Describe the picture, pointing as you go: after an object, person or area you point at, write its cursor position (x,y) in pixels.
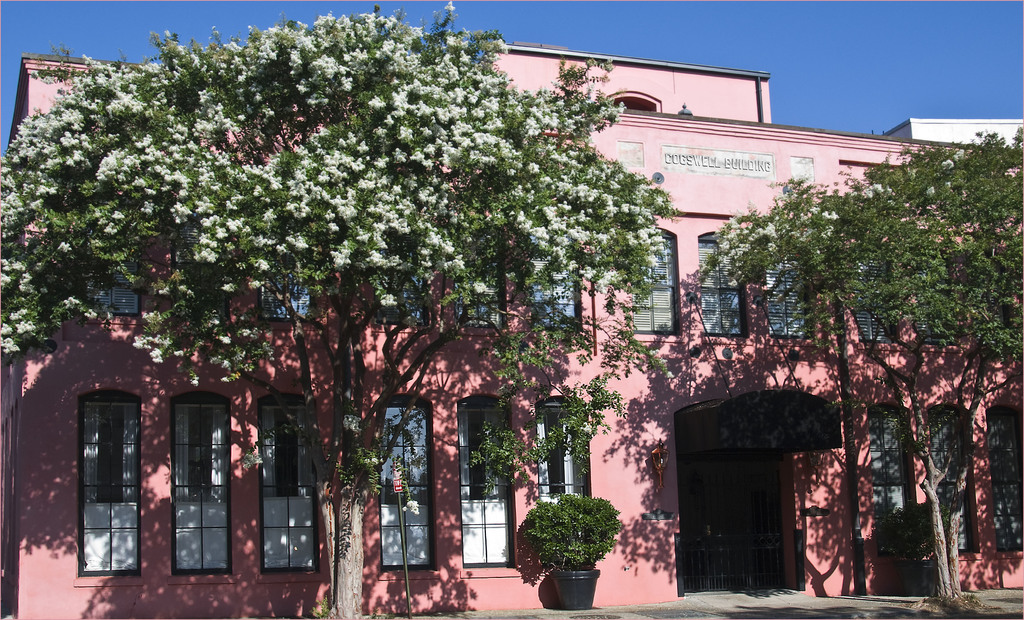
In this picture I can observe two trees (851,257) in front of a building (475,426). The building (67,459) is in pink color. I can observe a plant (584,548) in the plant pot (574,592). In the background (591,9) there is a sky (668,19).
